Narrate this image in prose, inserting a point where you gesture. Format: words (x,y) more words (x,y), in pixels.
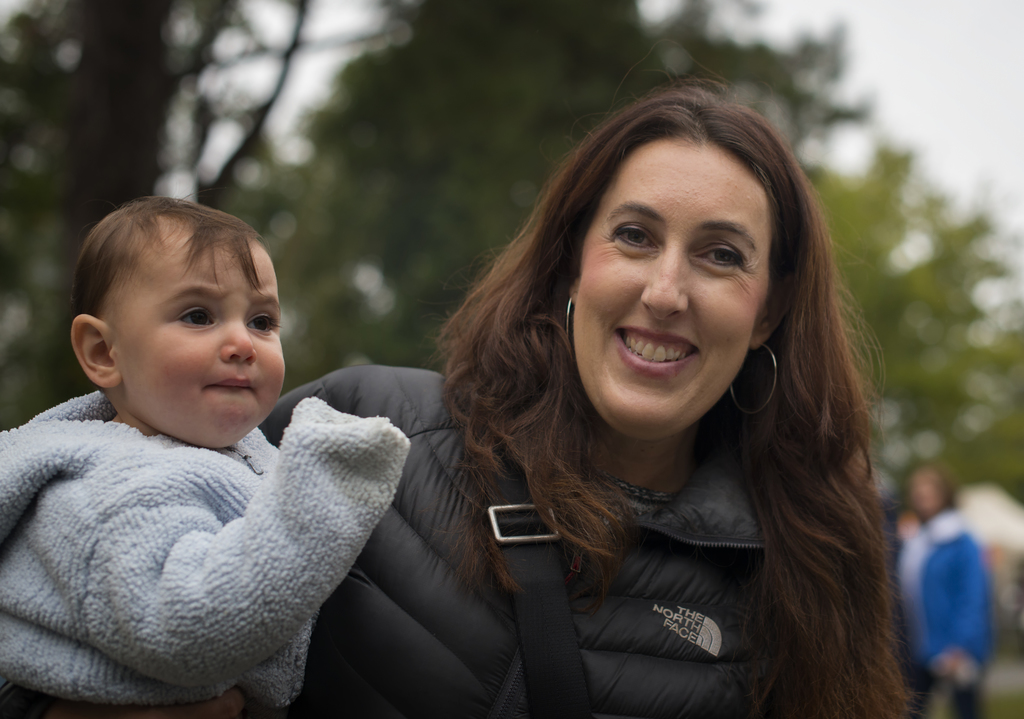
In the image a woman (518,698) is standing and smiling and holding a baby (214,482). Behind her few people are standing. Top of the image (966,232) there are some trees (417,153). Behind the trees (138,45) there are some clouds (260,3) and sky (928,142).
